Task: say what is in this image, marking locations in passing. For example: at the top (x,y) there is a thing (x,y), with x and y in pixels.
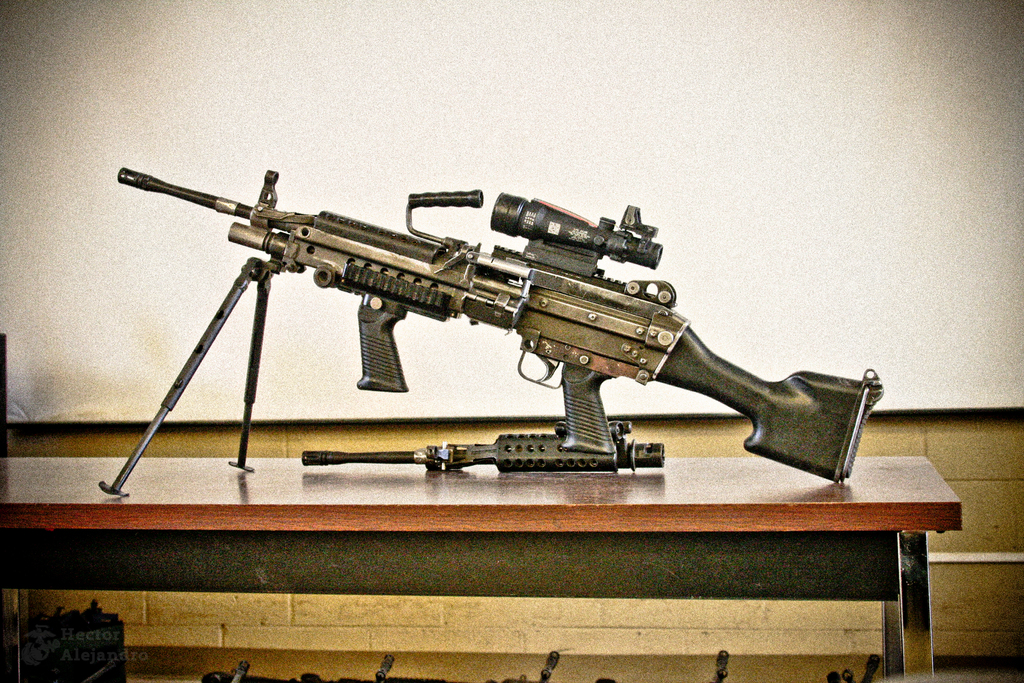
In this picture I can observe gun (280,248) placed on the table (351,483). The background (28,323) is in white color.
